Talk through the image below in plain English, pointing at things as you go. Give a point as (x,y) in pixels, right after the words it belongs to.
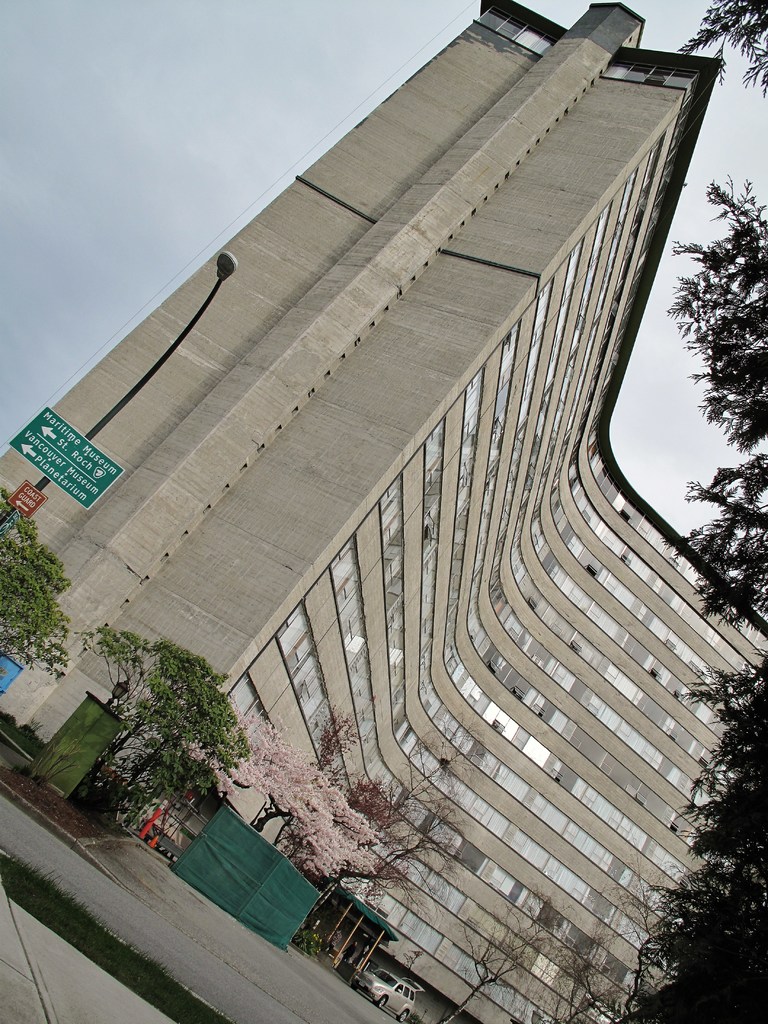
In the image in the center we can see trees (170,752), tents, poles (45,480), sign boards (55,420), fence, road (210,979) and vehicle (413,991). In the background (474,211) we can see the sky (108,79), clouds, buildings (473,658) and trees (40,653).
